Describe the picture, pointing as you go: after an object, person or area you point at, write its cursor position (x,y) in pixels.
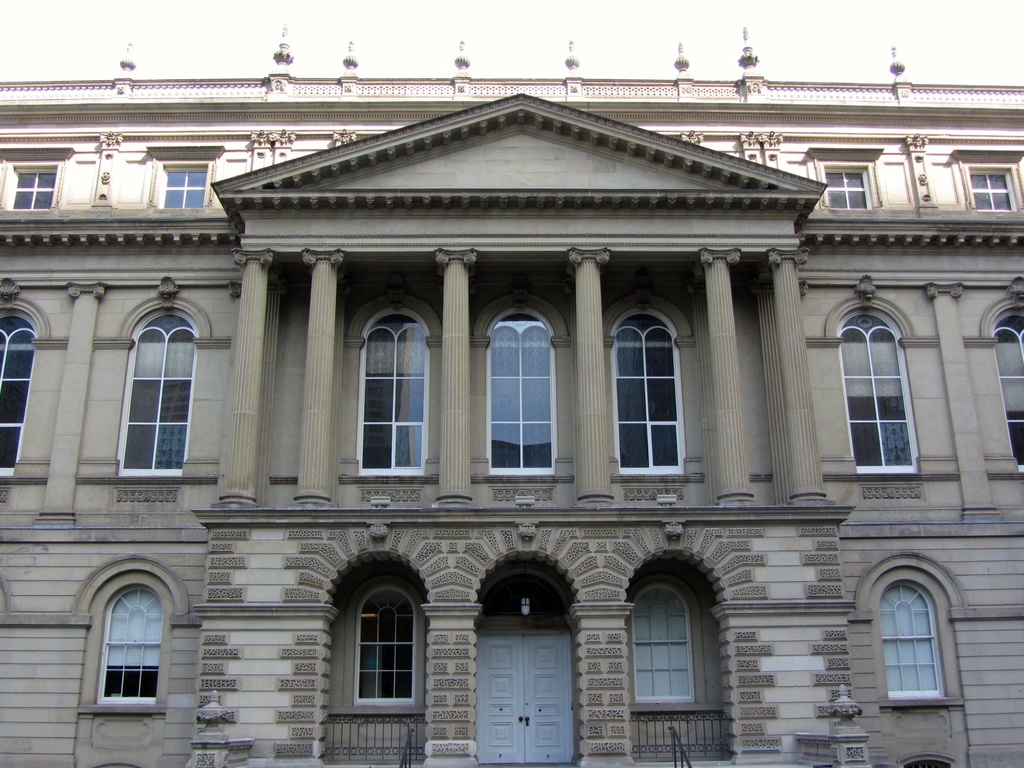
In this image we can see the front view of a building (607,375) and at the top (485,24) there is sky (581,23).
